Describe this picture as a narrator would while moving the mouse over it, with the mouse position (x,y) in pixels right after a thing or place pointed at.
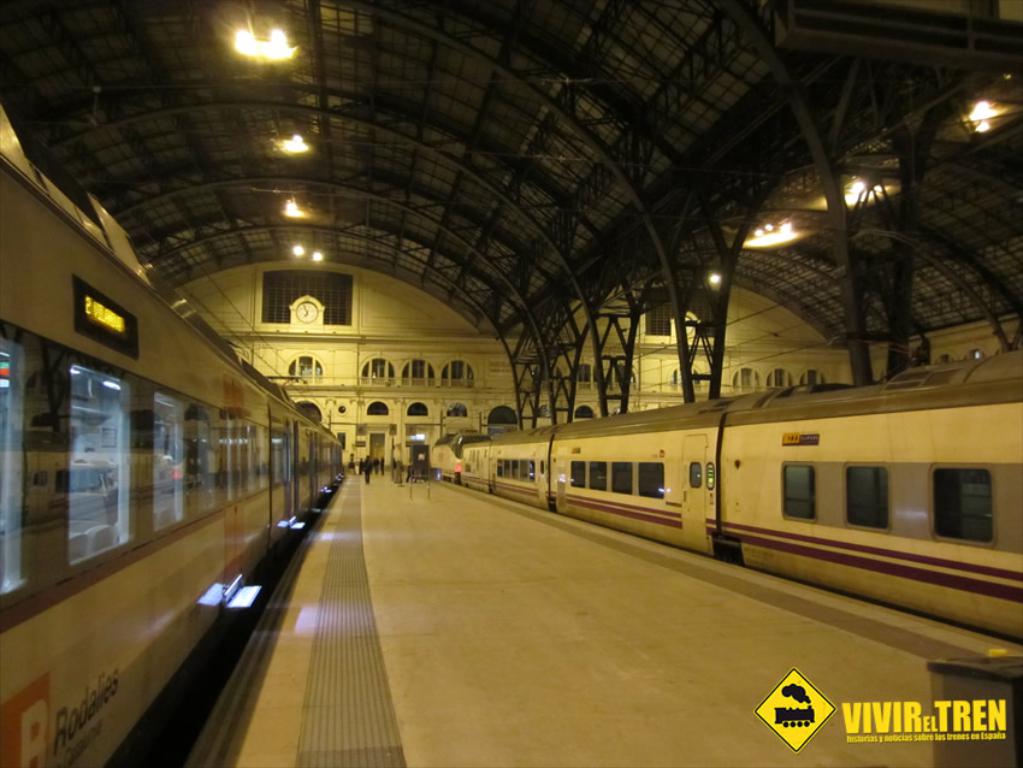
This is clicked in railway station (460,131), there are two trains (234,470) going on track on either side with a platform (560,576) in the middle (438,498) and there are lights (281,43) over the ceiling (769,275) with a building (442,386) in the background (478,412).
